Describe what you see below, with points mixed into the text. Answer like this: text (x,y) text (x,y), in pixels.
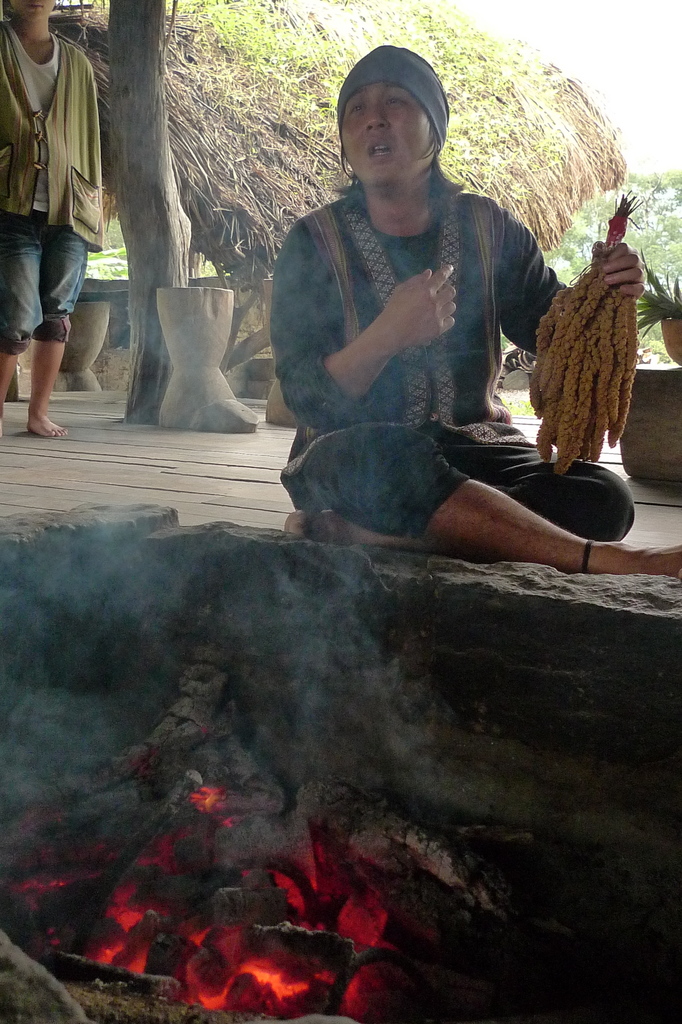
In this image there is a person (381,168) sitting holding some objects (581,282) in his hand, in front of the person (536,298) there is a coal fire pit (222,786), behind the person (309,342) there is another person (82,254) standing, there is a trunk (124,184) of a tree (128,134) and there is a hut (451,76) and trees (601,213).
